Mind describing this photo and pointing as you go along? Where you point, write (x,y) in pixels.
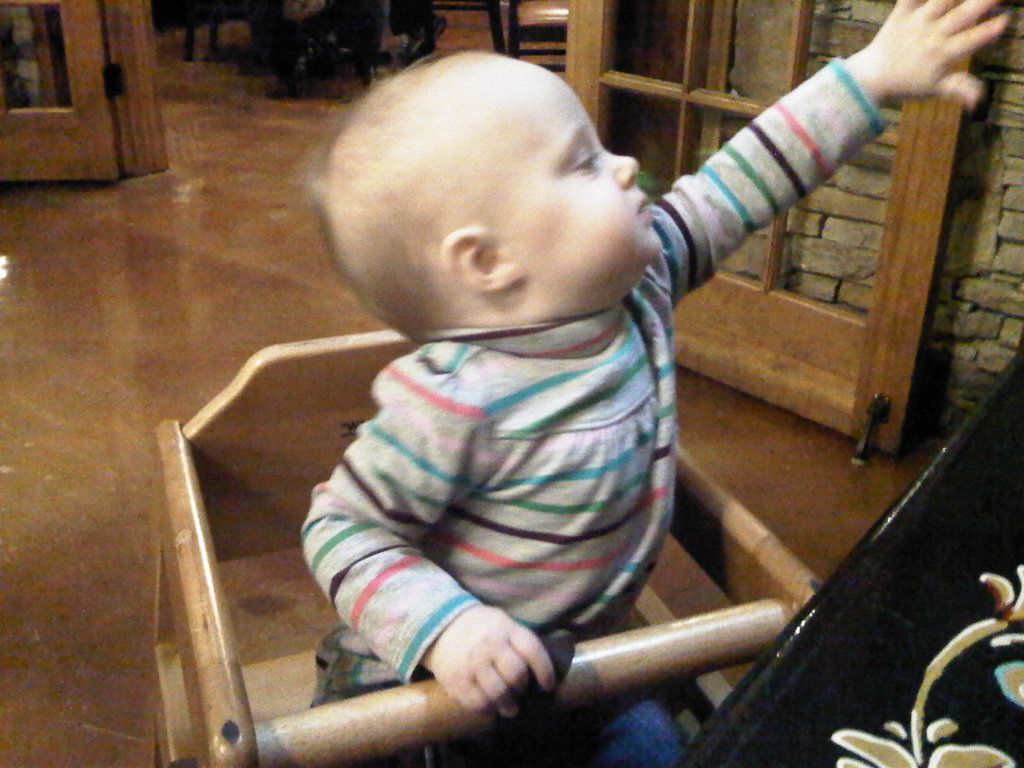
In the picture I can see a boy (520,464) sitting in the chair (221,634), behind we can see door (719,119) to the brick wall (948,266).
